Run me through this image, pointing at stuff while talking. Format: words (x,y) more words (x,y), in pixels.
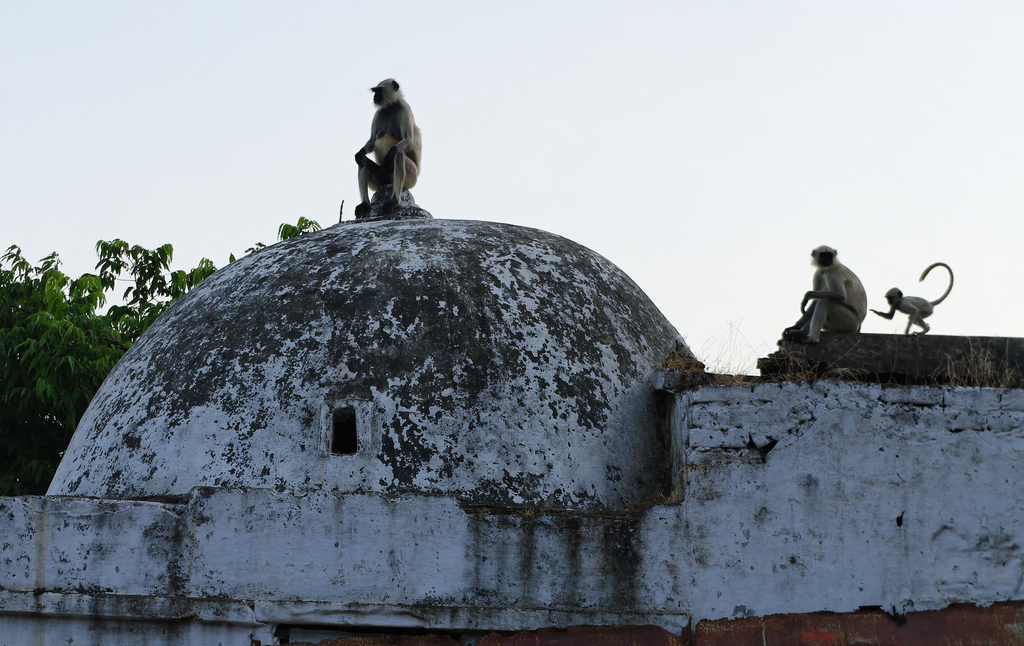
In the foreground of this image (846,301), there are three monkeys (846,301) on a dome (443,372) and a wall (825,488) and in the background (77,332), we see trees (77,332) and the sky (264,97).
